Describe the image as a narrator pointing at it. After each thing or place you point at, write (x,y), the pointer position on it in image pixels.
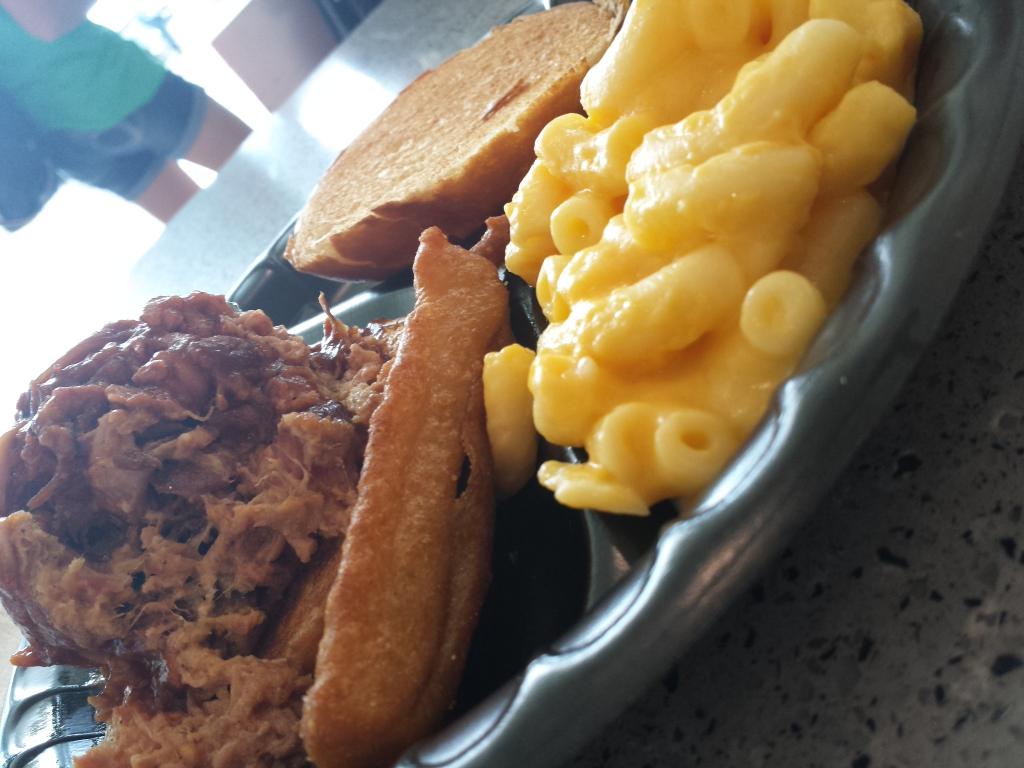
In this picture I can see food (562,296) in the plate (819,401) and I can see a table (999,363) and a human (92,105) in the background (39,88).
